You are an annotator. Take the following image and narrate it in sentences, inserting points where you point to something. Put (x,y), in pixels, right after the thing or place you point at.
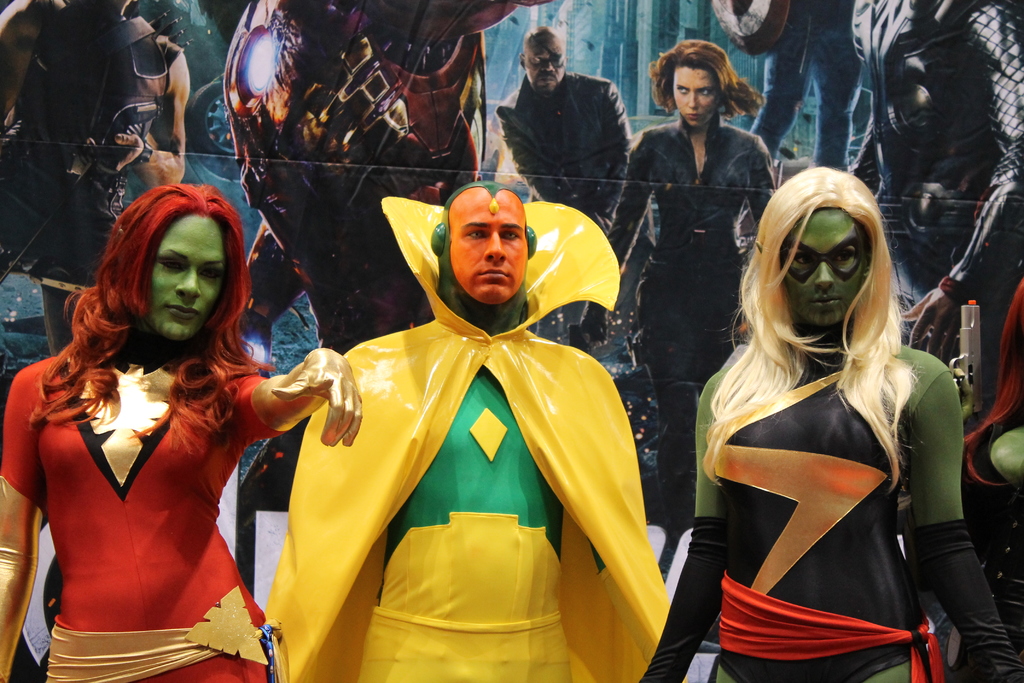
In this image we can see men (451,512) and women (94,447) dressed in performance costumes (346,528). In the background (679,110) we can see an advertisement (229,86).
